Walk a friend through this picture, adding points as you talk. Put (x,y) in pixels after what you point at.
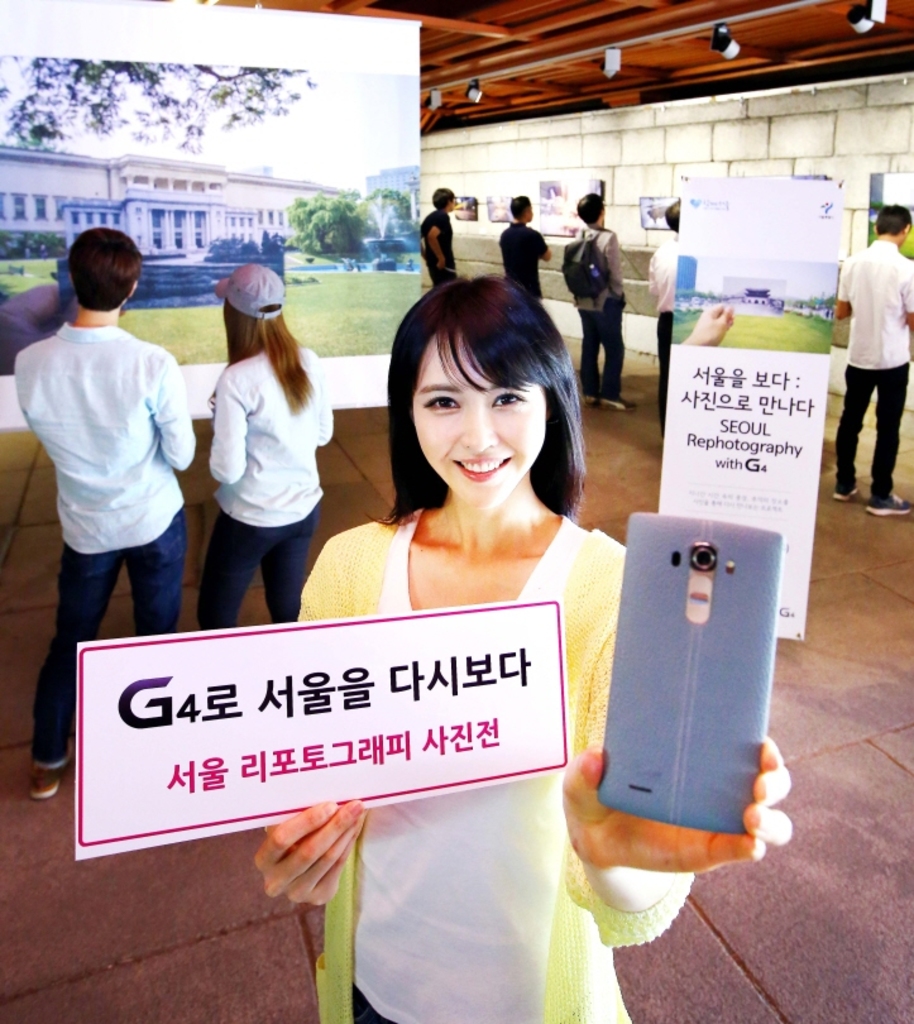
In this image we can see a few people (249,369), watching some boards (377,274) with images (571,219) on it, a lady (443,325) is holding cell phone (683,795) and a board (312,740) with some text (215,709) written on it, also we can see a poster (775,263) with some texts (773,399) on it, there are some lights (617,66), also we can see the roof (557,77).
